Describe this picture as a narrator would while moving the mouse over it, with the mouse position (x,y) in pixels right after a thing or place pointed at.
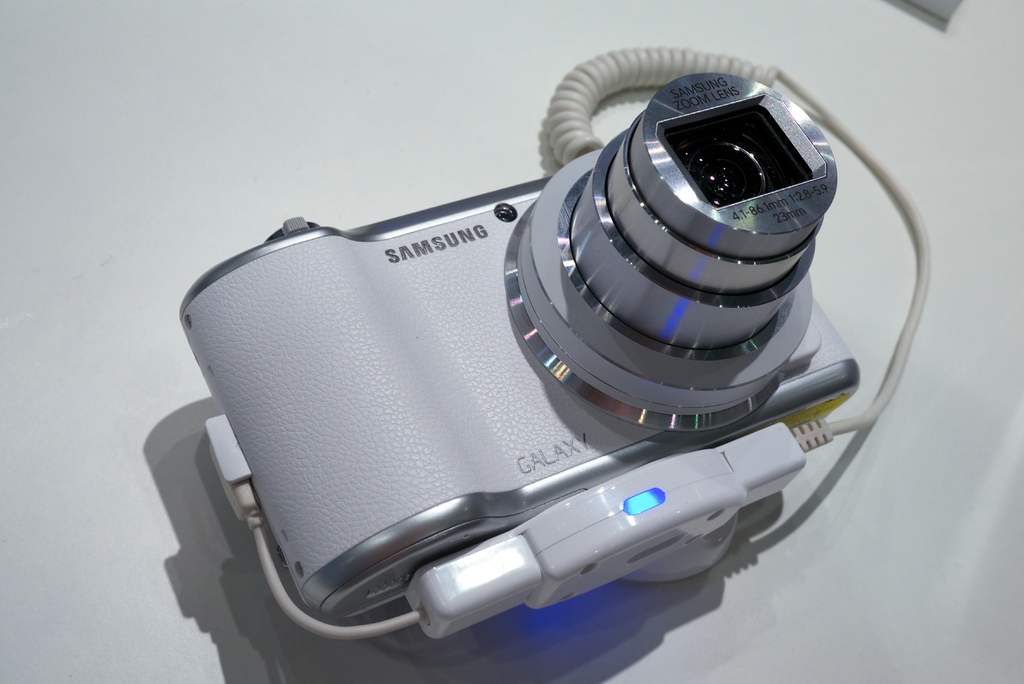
In this image we can see a camera (579,342) placed on the table (651,635).
